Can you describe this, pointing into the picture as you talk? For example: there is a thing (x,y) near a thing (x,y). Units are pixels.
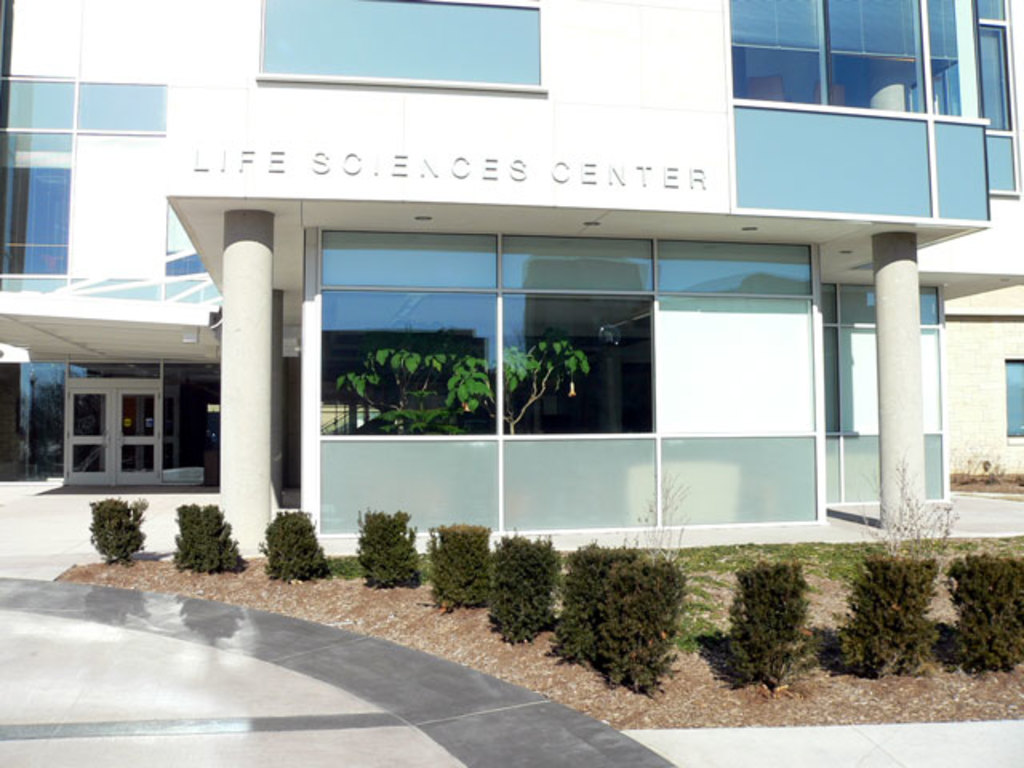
In the background of the image (224,467) there is building (233,323) with pillars (234,353). At the bottom of the image (75,643) there is floor (435,688). There are plants (504,612).
